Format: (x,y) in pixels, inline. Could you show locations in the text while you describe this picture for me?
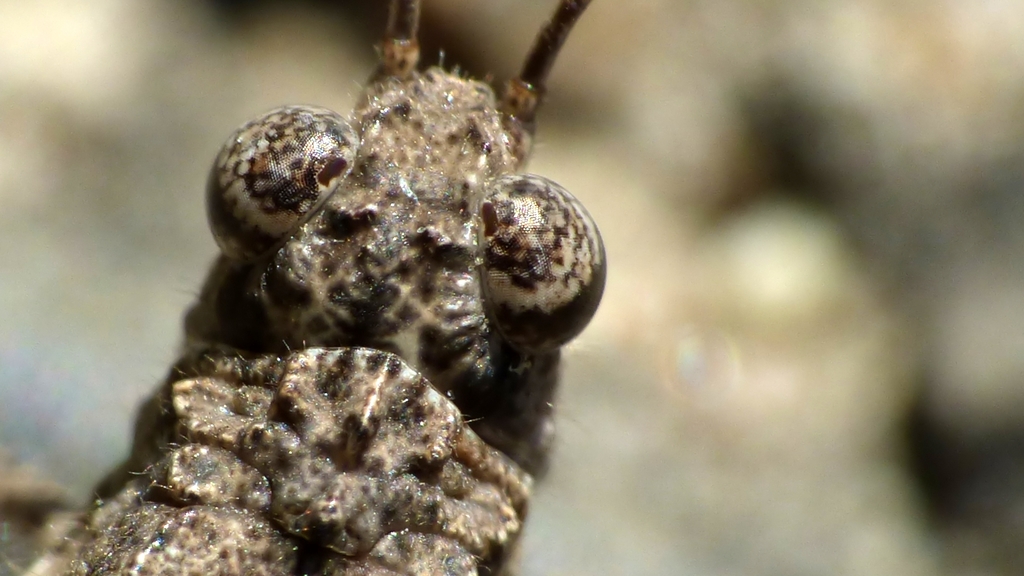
In this image I can see an insect (248,258) which is in black and brown color. And there is a blurred background (760,309).
